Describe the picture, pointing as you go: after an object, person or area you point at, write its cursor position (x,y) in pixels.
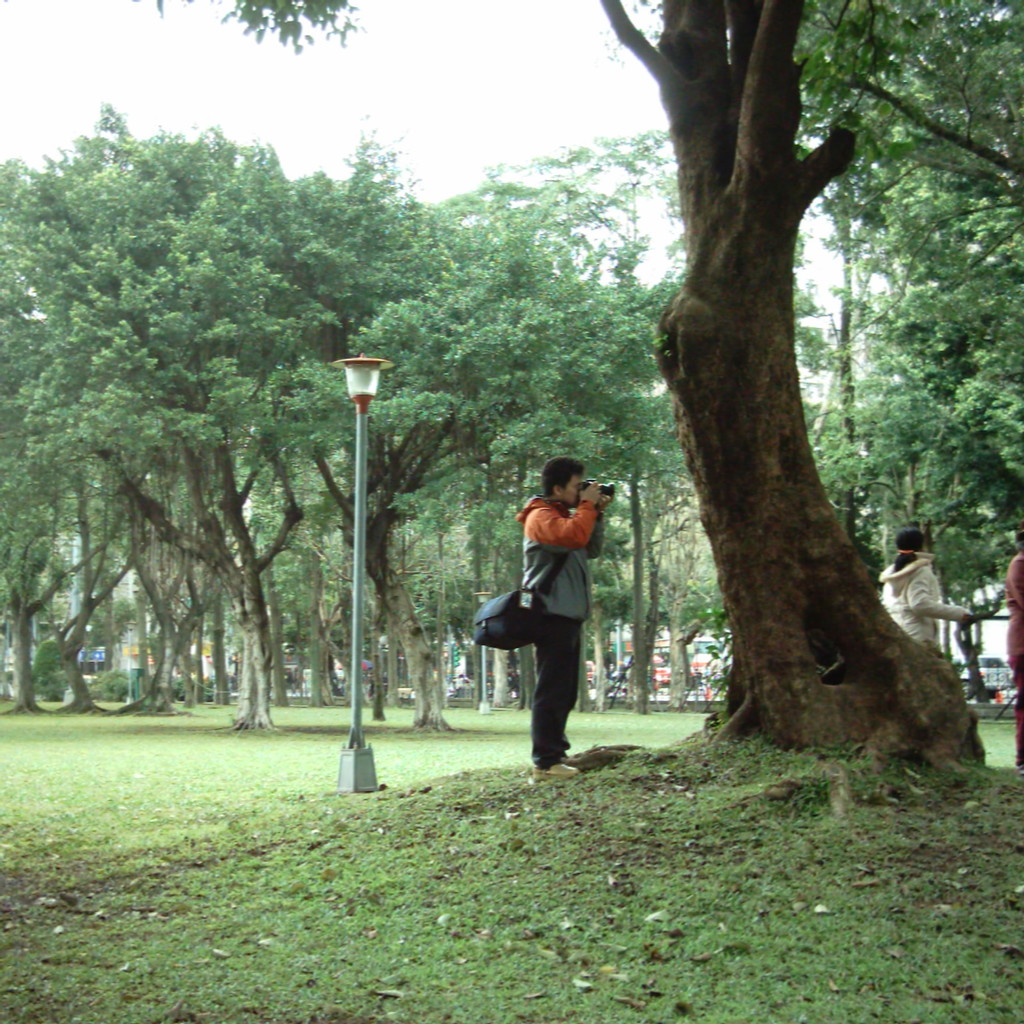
In this image we can see a man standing and holding a camera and there are two persons (1022,581) standing on the right side of the image (1018,710). We can see a light pole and there are some trees (65,286) and grass (381,949) on the ground (565,902) and at the top (456,51) we can see the sky (470,62).
